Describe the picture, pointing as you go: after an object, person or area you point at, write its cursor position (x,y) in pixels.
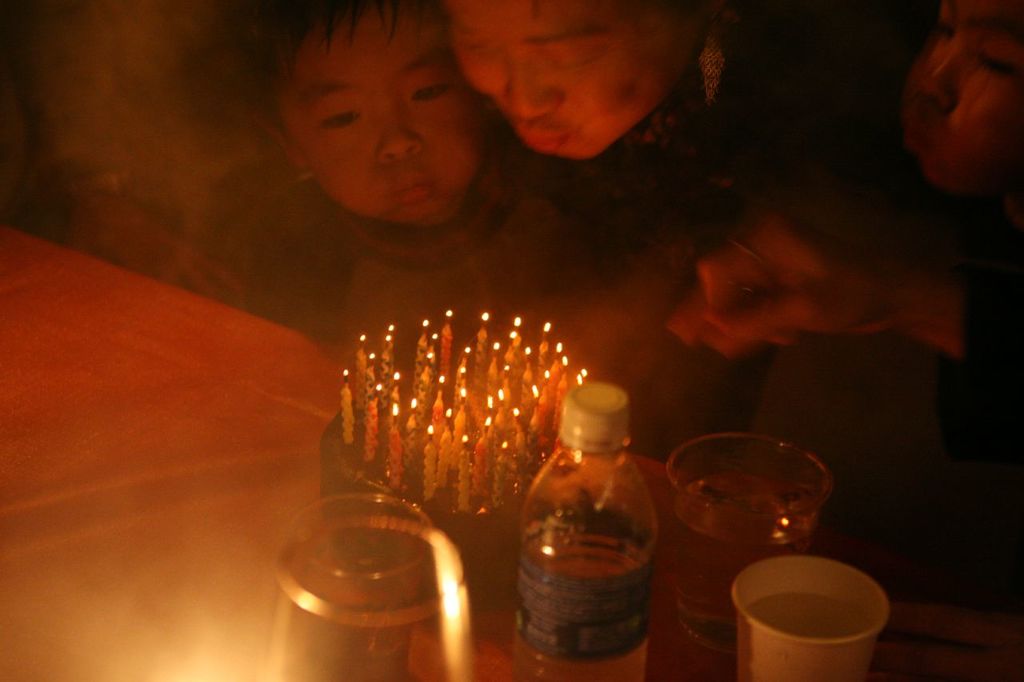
In this image I can see a table (229,428). On that there is a cake (378,469), bottle (566,526) and glasses (745,521). It seems like a baby (393,238) celebrating the birthday. In the background (360,48) I can see few people (674,164) are standing in front of the table (255,322).
